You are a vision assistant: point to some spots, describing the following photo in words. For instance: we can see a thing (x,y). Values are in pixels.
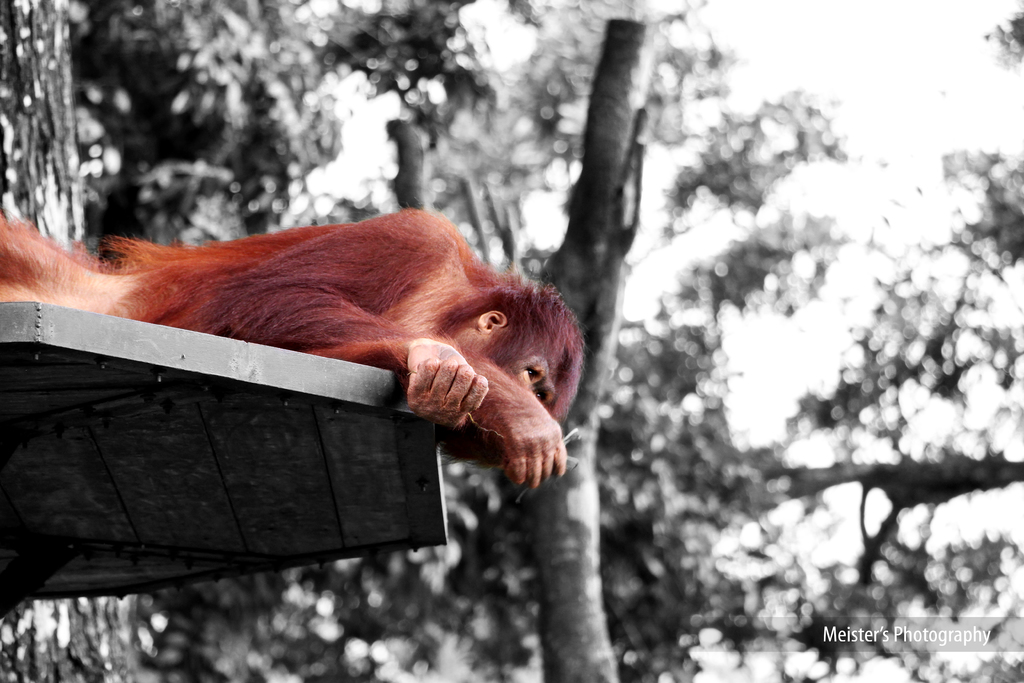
In this picture I can see a monkey (352,309) which is of reddish brown color and it is on a thing (202,412). In the background (143,154) I can see the trees (638,146) and I see that it is blurred. On the bottom right corner of this picture (828,642) I can see the watermark (846,623).
